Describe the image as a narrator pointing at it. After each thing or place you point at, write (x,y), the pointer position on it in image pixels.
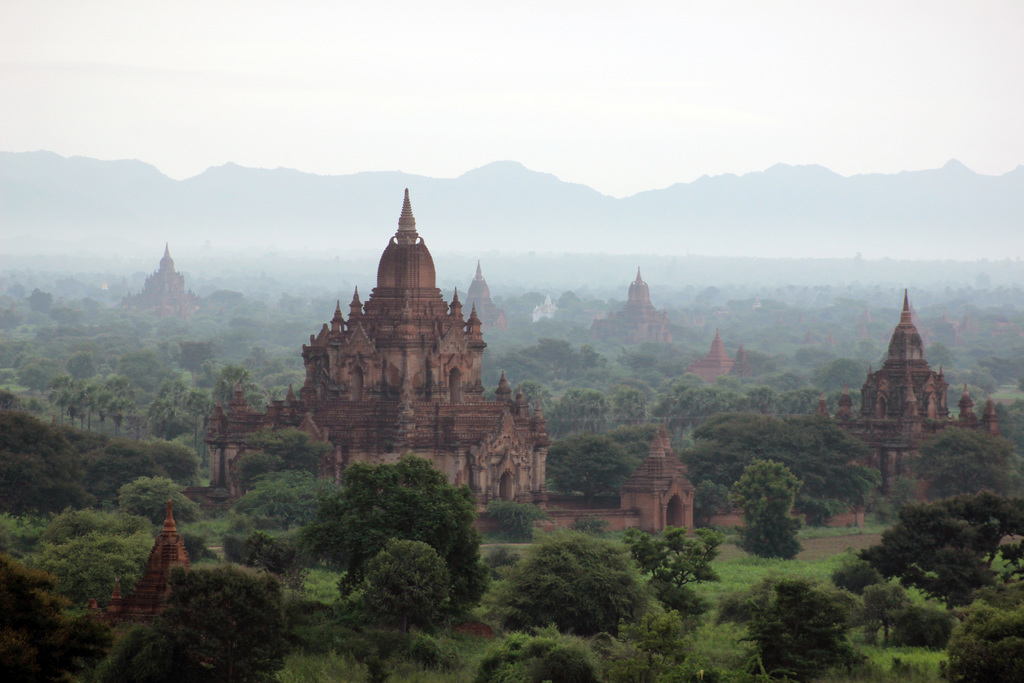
In this image we can see there are architectures (424,437), trees (892,600) and plants (355,636). In the background (802,231) we can see mountains (788,226) and sky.
